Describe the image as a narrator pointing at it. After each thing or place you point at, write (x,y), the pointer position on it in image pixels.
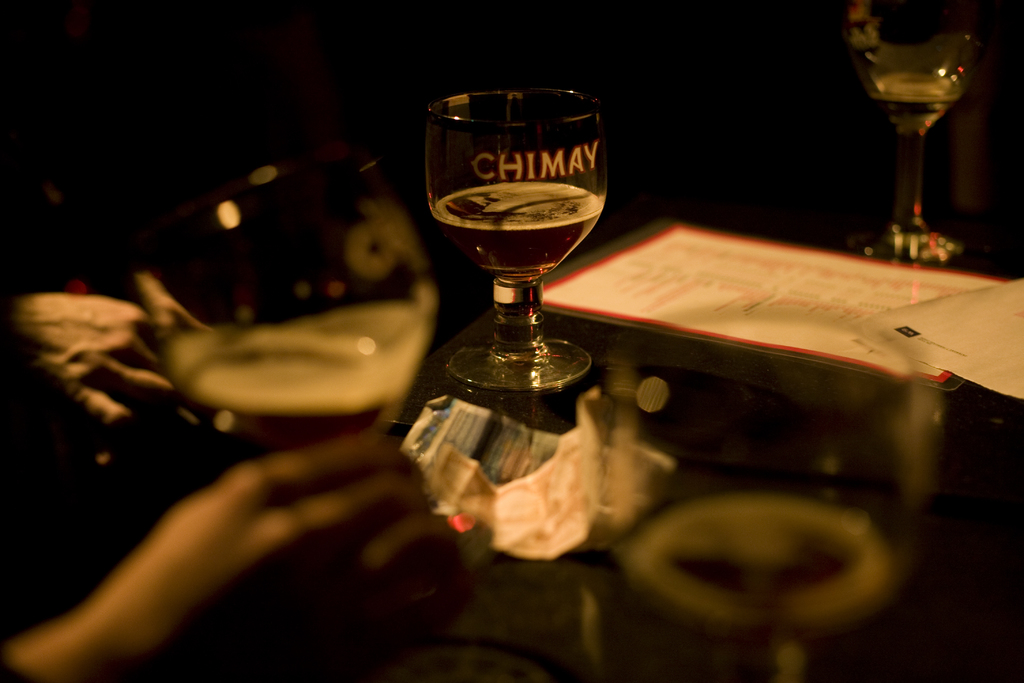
In this image we can see a glass (504,304) on the table (430,357), and paper (633,284) on it, beside here a person (60,321) is holding the glass (396,404) and some liquid (346,361) in it, there it is dark.
